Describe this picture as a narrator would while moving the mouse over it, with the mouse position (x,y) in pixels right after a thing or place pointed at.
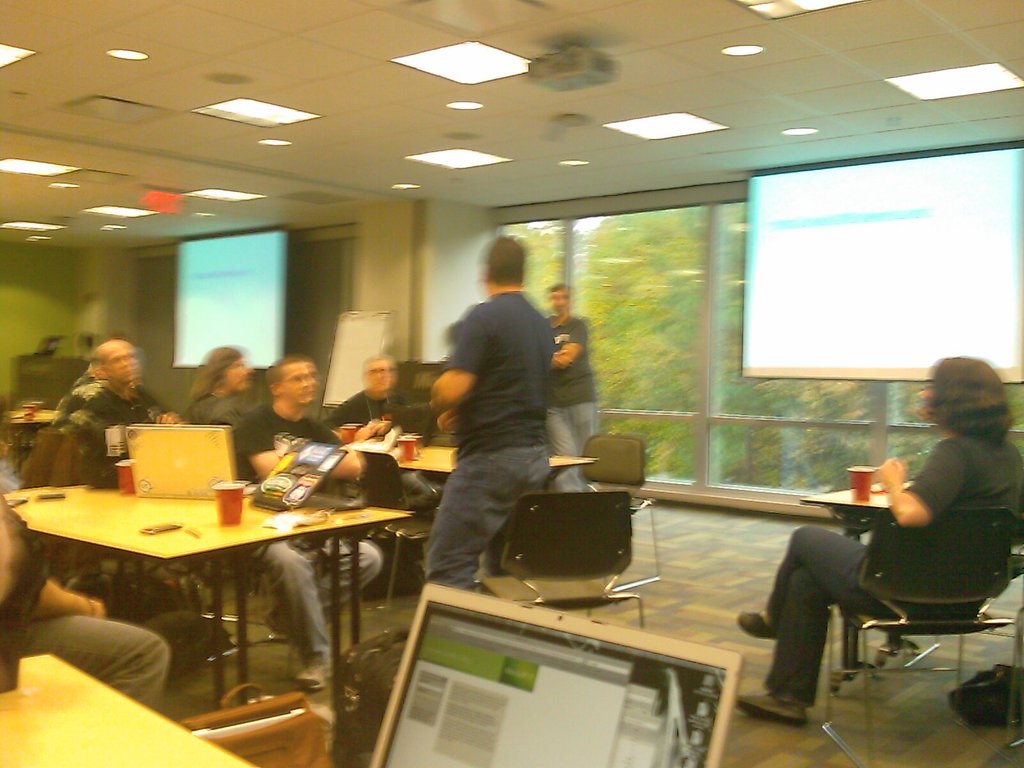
there are tables (256,511) on which there are glasses (227,490). 2 persons (495,386) are standing and others are sitting. at the back (940,237) there are screens (249,298) and behind that there are windows (639,356). outside the buildings (365,306) there are trees (645,306).
